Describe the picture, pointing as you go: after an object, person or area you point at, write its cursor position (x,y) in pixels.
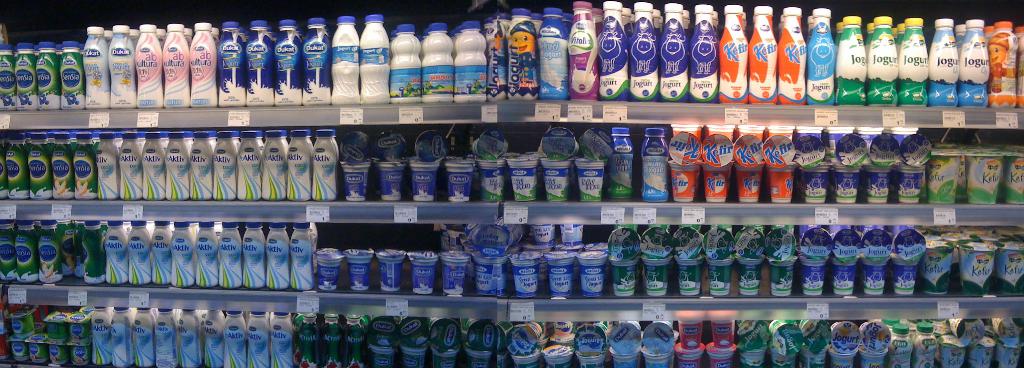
There is a rack (713,210). There are so many bottles (251,168). The bottle (307,167) and cup (521,169) has a stickers (251,155). On the left side (262,149) we have a bottles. On the bottom side (590,283) we have cups (789,290).
